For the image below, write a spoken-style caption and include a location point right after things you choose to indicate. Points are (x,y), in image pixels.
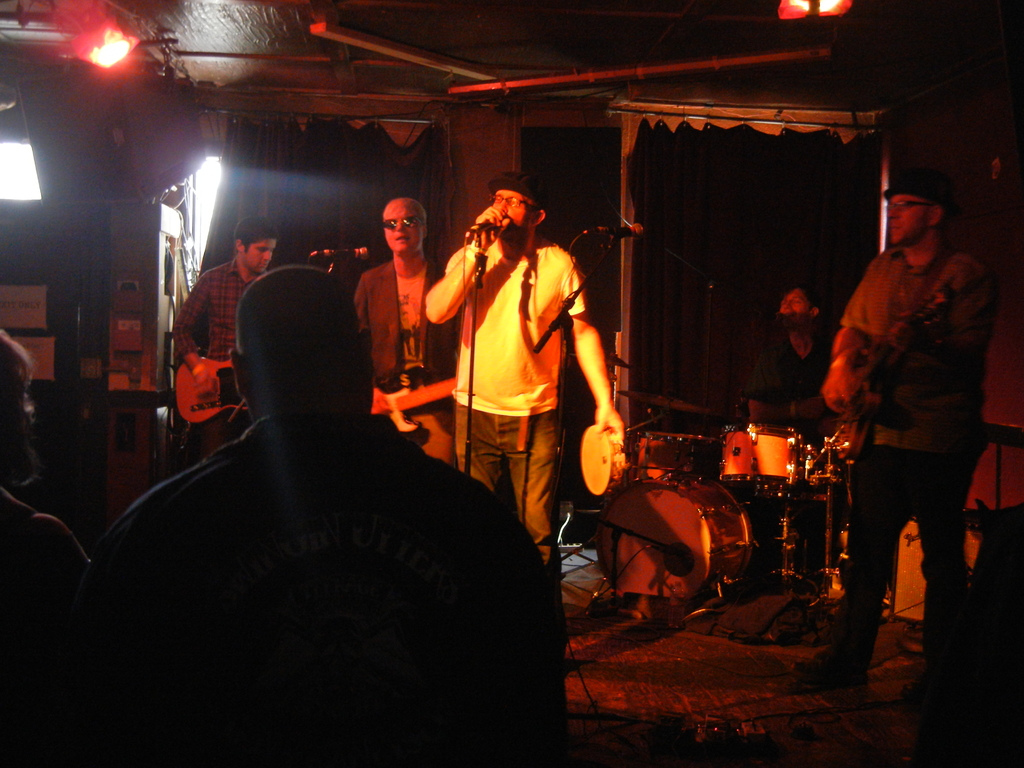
In this picture we can see four people (529,435) playing musical instruments (383,406) the man (903,303) on the right side of the image (904,332) playing guitar (881,393) the man (538,363) behind him is holding a microphone (473,231), the man (219,307) on the left (213,296) is also playing a guitar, in front (301,615) there are two persons (84,598) looking at the man (427,315) holding a microphone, in the background (779,381) we can see a man (791,360) sitting and playing drums (771,468) on the top of the image (127,57) we can see some lights (110,46).
